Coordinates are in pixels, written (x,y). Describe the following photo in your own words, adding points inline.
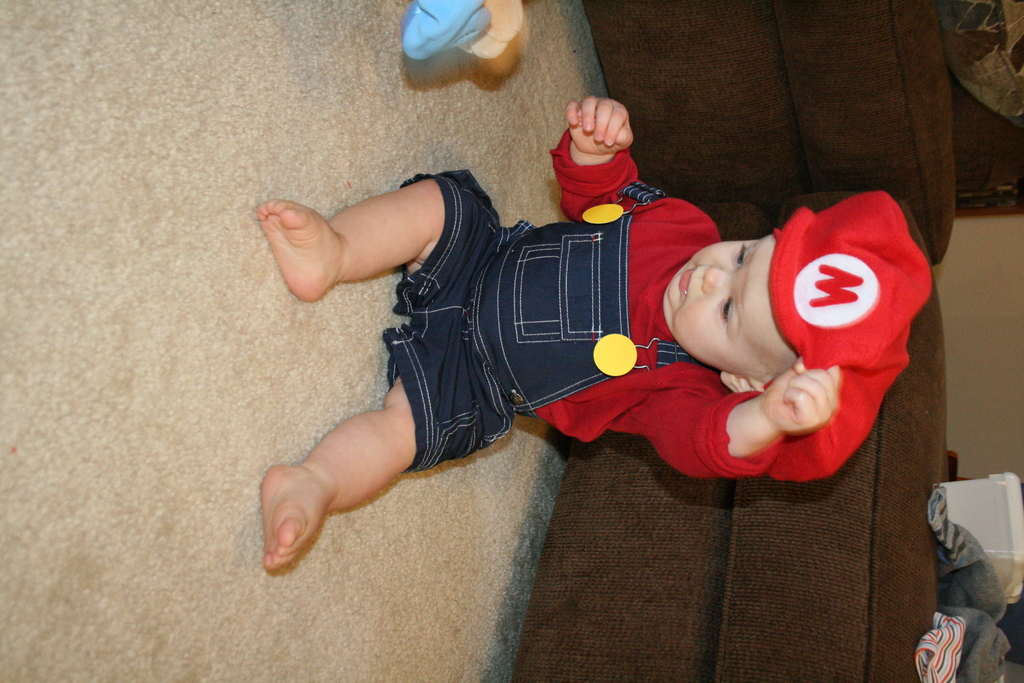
A little cute baby (441,387) is sitting on the floor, this baby (660,398) wore red color t-shirt (658,405), cap (803,308).
